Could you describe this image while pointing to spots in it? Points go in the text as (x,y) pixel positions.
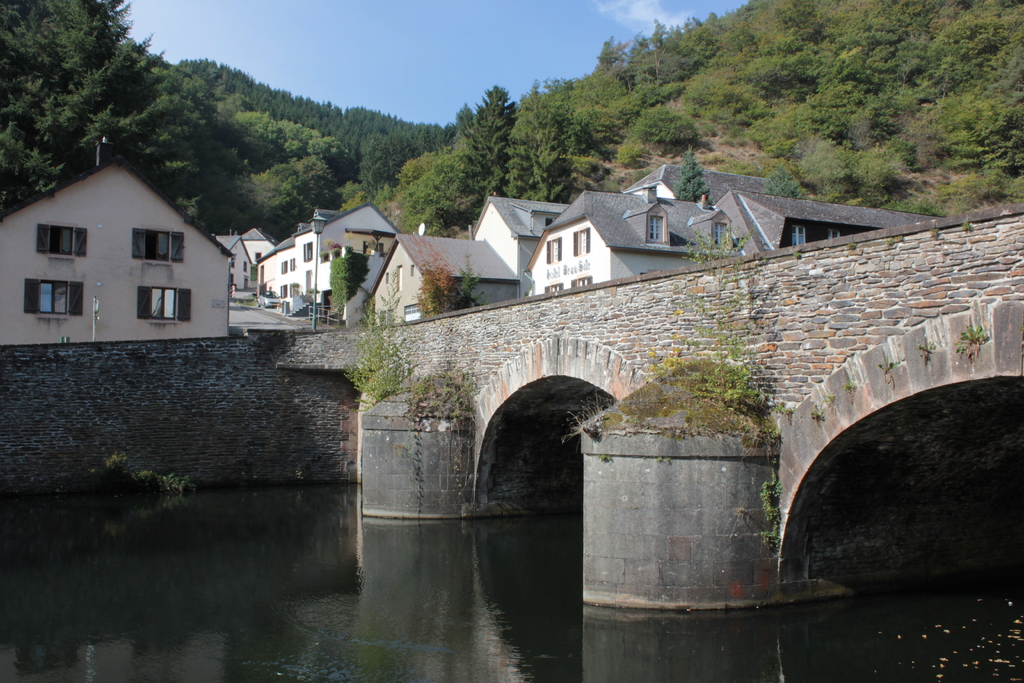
In this picture we can see a river (206,661) under a bridge tunnel (557,411). Outside the bridge (799,316) we have many houses (165,283) surrounded with trees (536,114) and mountains (708,101). The sky (415,80) is blue.
